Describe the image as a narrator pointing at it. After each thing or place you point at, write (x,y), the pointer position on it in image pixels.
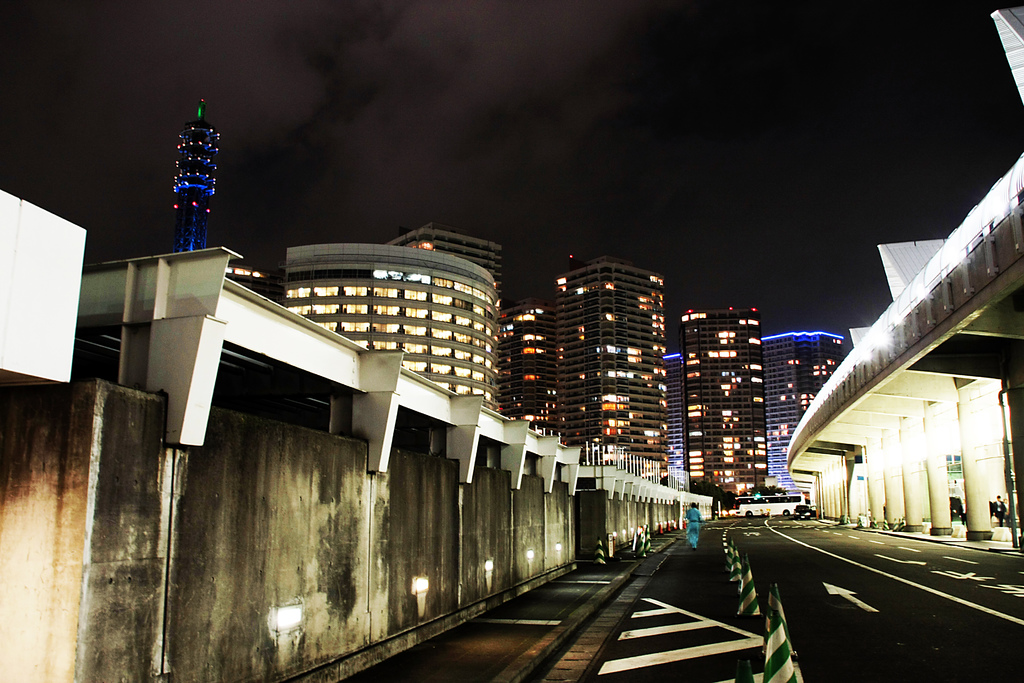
In this image, we can see some buildings (584,323). There is a bridge (995,357) on the right side of the image (983,399). There is a person (700,518) and bus (768,504) in the middle of the image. There is a wall (398,544) beside the road (690,570). There are divider cones (776,592) at the bottom of the image (738,661). At the top of the image (473,69), we can see the sky (385,83).
